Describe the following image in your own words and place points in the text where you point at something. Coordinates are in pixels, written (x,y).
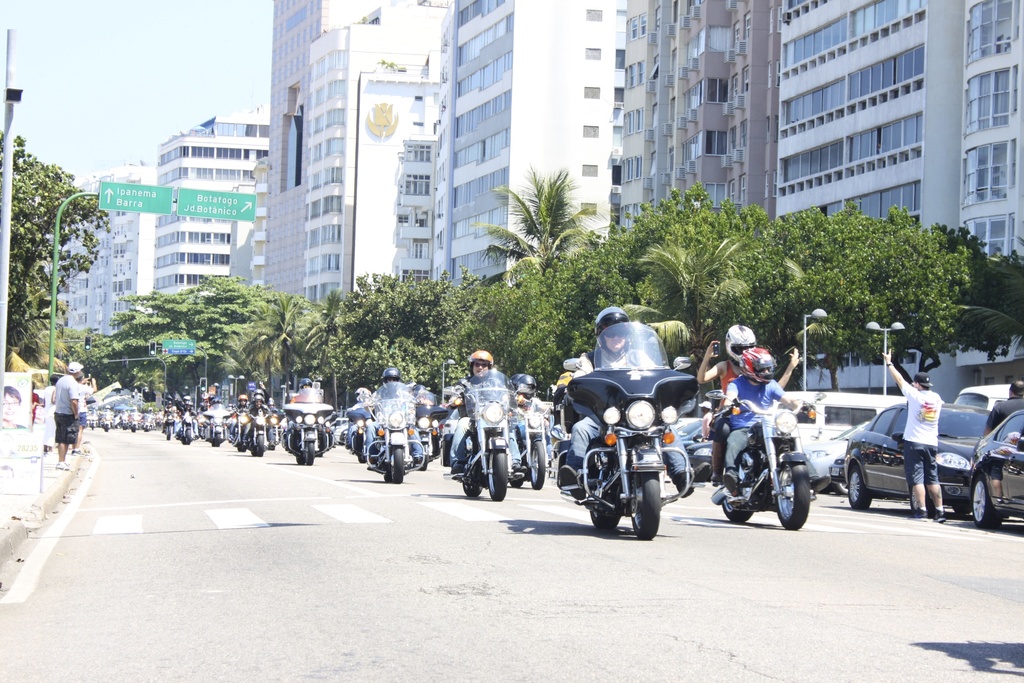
There is a building (731,43) and so many people (216,397) riding on bikes (678,391) behind them there are few cars (858,456) parked.
